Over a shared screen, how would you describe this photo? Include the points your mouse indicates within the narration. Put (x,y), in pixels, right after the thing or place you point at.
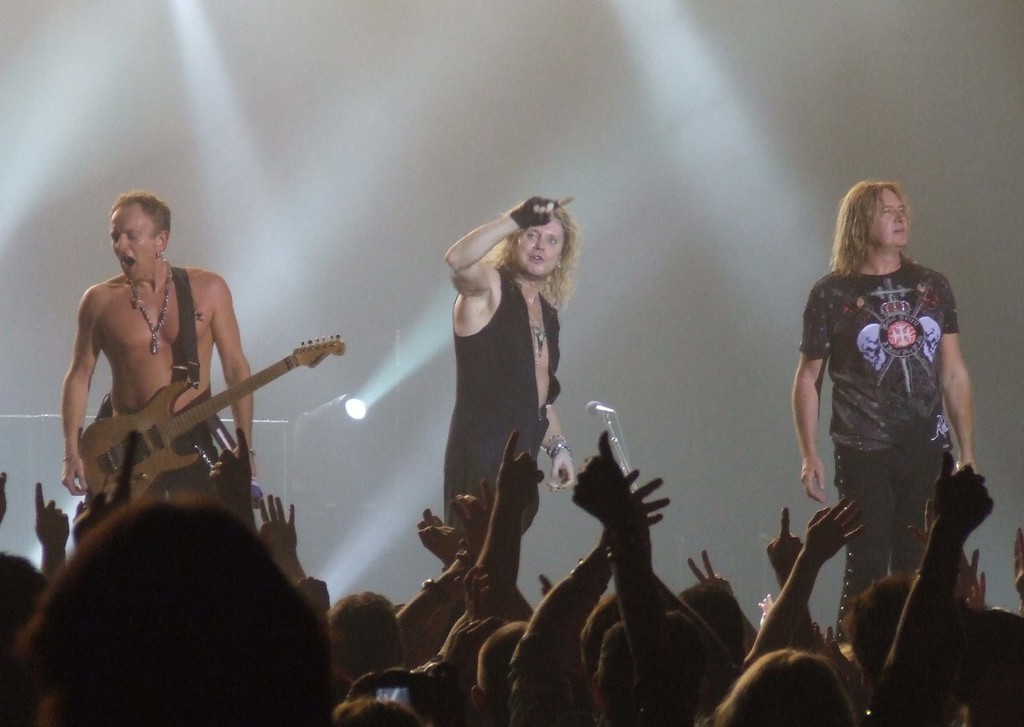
In this image I see 3 men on the stage (292,477) and one of them is wearing a guitar (187,319) and I see lot of people (136,545) over here. In the background (74,500) I see the light (67,503).
